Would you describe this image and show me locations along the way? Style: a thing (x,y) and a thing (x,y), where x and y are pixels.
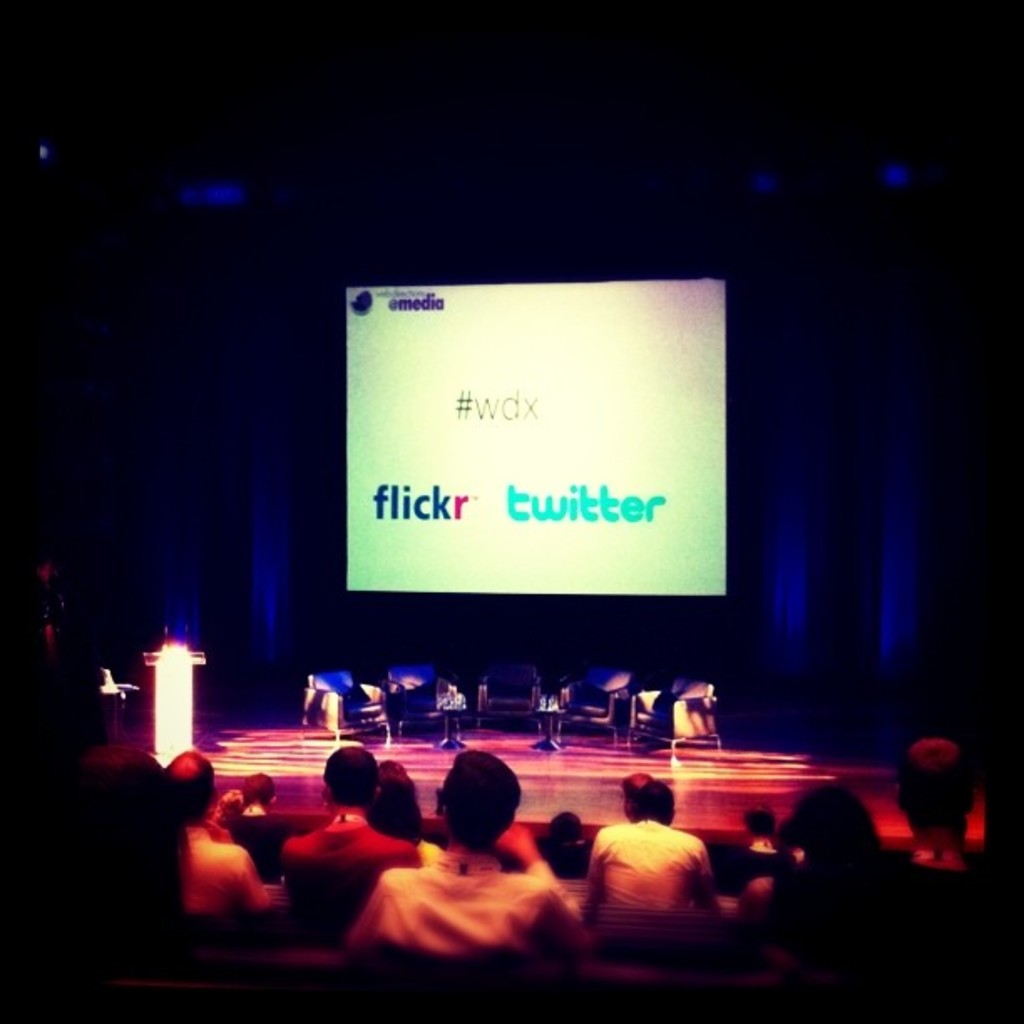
In this image we can see chairs (655,721) and podium (169,677) on the stage (677,794). Behind screen (489,413) is there. Bottom of the image (512,935) people (424,881) are sitting.
